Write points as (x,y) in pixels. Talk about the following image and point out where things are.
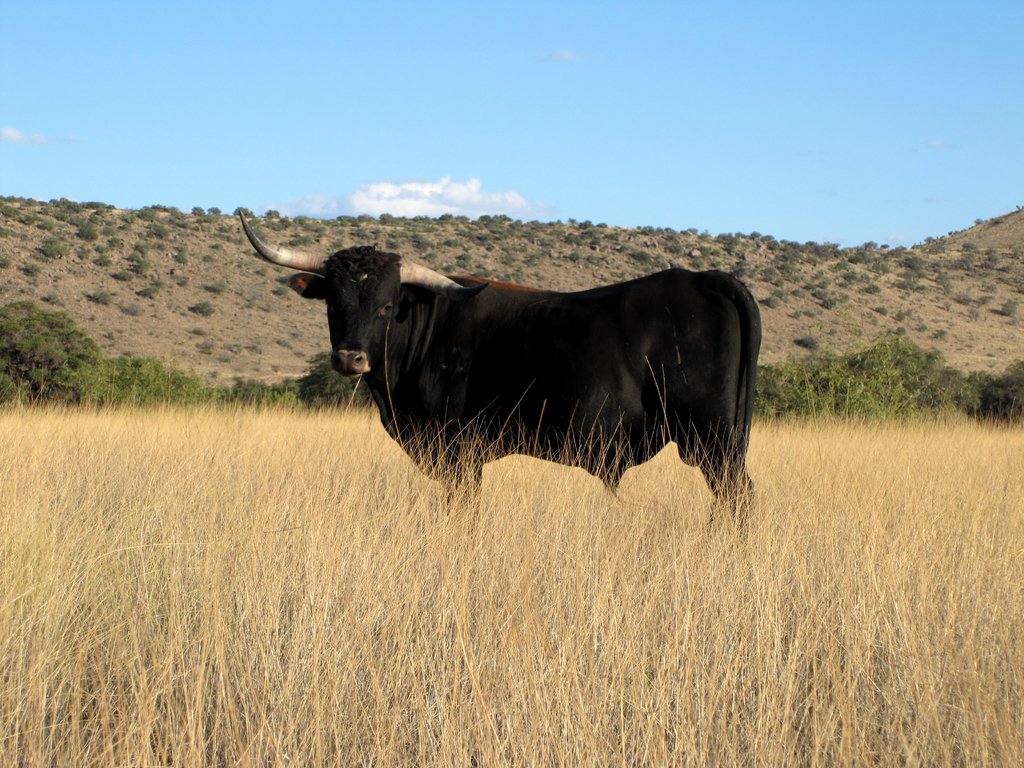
In the picture there is a bull (522,353) standing in between the dry grass (23,593) and behind the bull (563,409) there are few trees (51,334) and mountains (112,261).
